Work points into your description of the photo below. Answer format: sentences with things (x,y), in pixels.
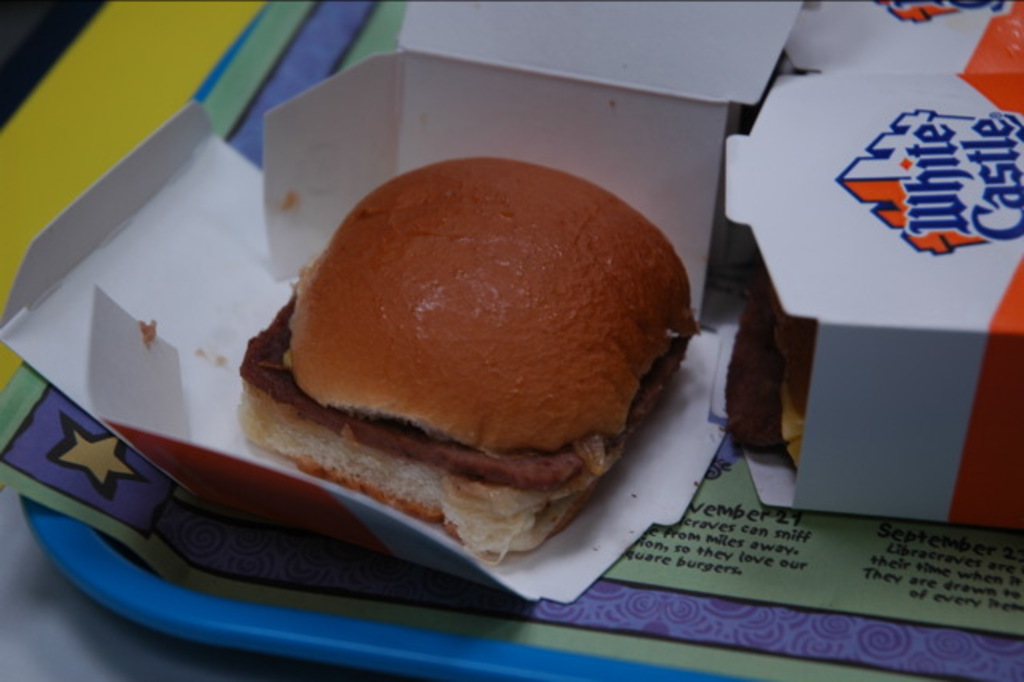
In this image there is food (555,274), there are boxes (845,155) towards the right of the image (850,208), there is text (923,152) on the boxes (923,152), there is a paper (260,558), there is text (730,553) on the paper (887,575), there is a blue color tray (137,579), at the background of the image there is an object (75,605) that looks like a table (34,629).
